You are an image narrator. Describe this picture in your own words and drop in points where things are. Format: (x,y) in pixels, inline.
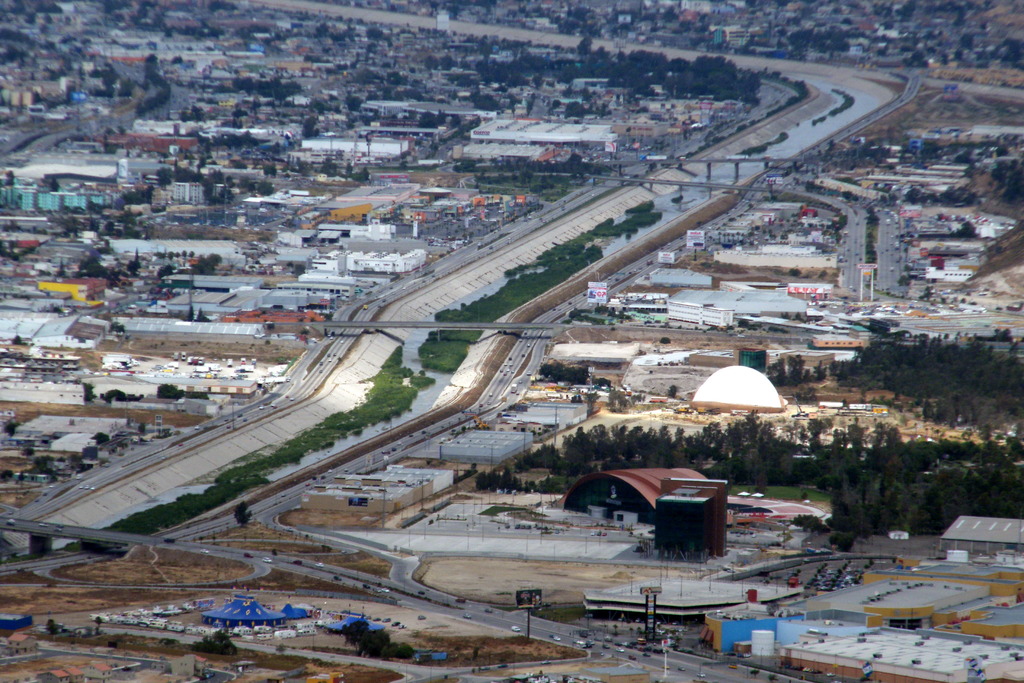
In this image we can see a top view of a city (584,225), there are some buildings (677,307), trees (917,450), canal (492,297), bridges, roads (519,633), vehicles (639,643), hoardings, boards (530,593).
